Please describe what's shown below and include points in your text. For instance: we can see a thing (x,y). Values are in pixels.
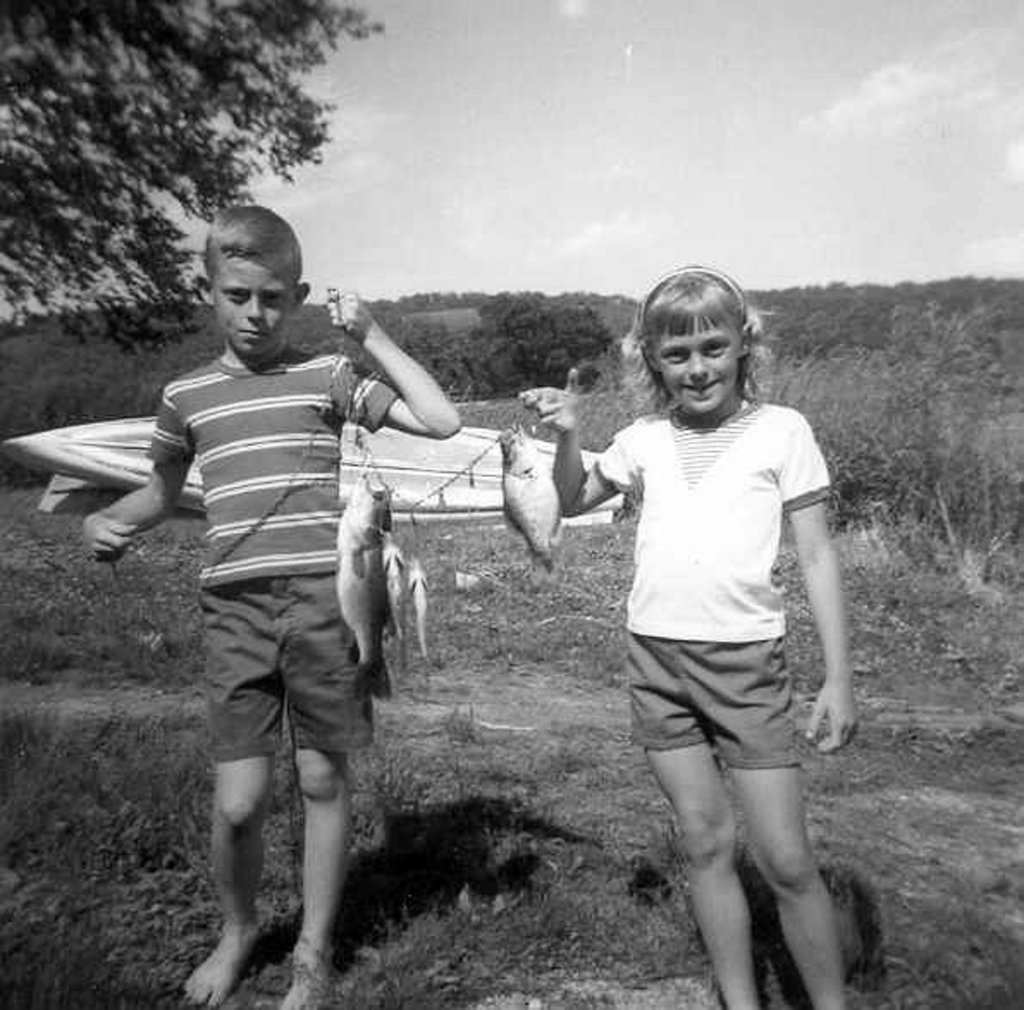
This is a black and white image. In this image there is a boy (271,416) and a girl (657,535) holding fishes (342,569). On the ground (415,733) there is grass (534,660). In the back (447,332) there are trees (933,291) and sky (506,132).
